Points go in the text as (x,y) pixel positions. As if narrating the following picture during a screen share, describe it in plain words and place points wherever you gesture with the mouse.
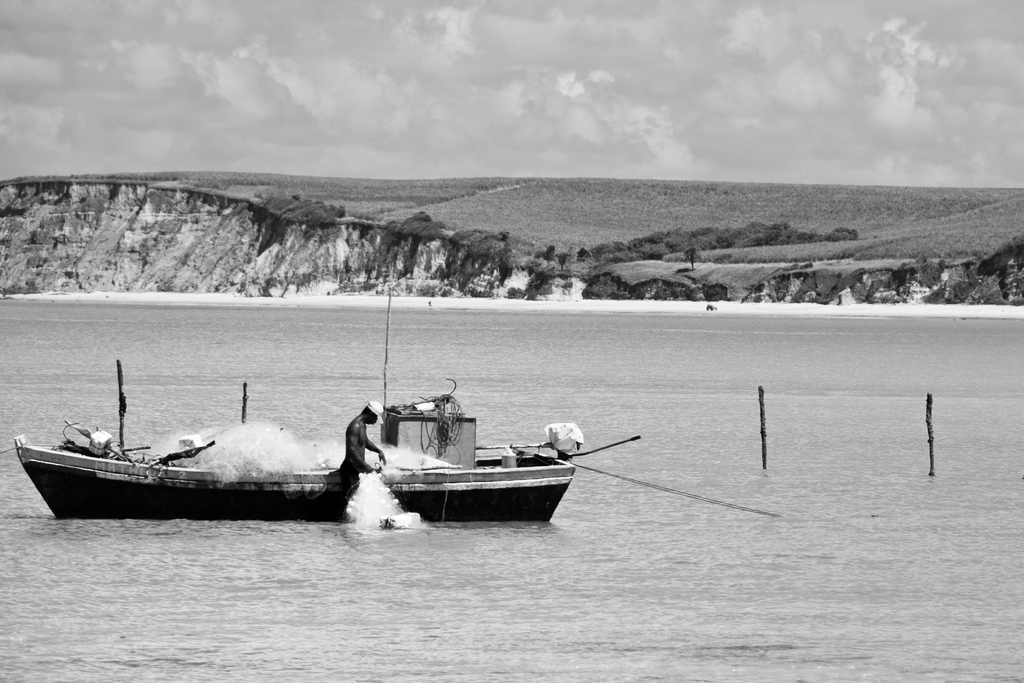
It is a black and white image, there is a water surface (415,358) and there is a boat (182,493) floating on the water surface (337,409), there is a person (356,434) beside the boat (432,449), he is doing some work and in the background (342,184) there are small mountains (625,192).
